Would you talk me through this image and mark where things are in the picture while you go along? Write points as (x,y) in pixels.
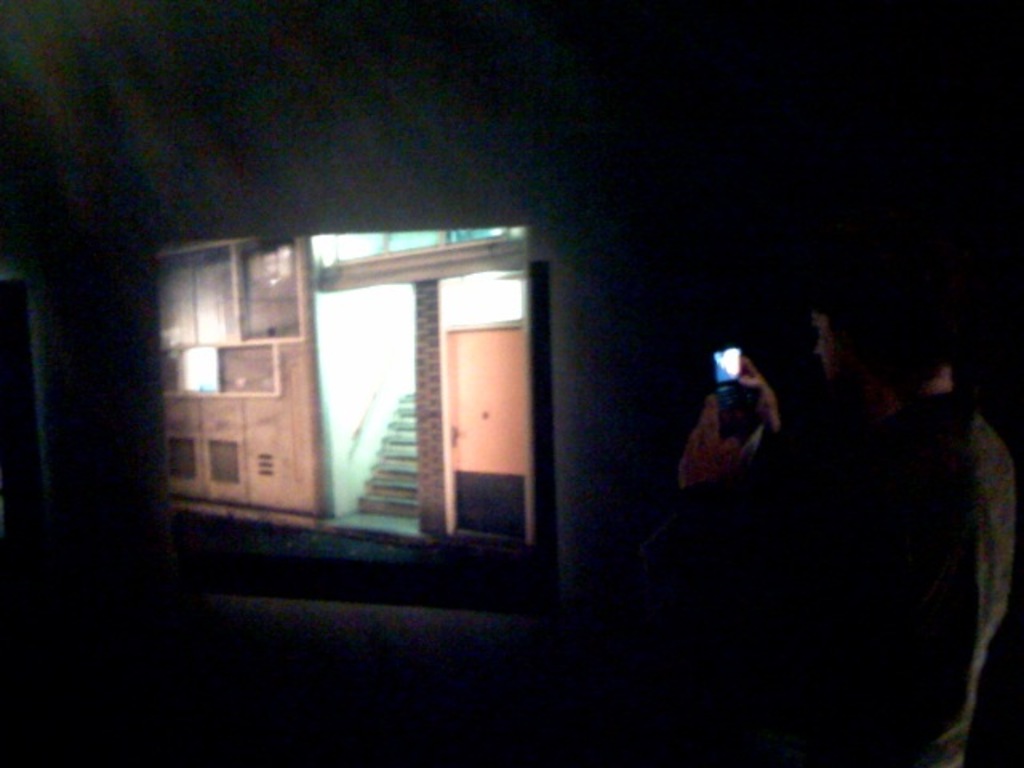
In this image we can see a person (865,415) standing and holding a mobile phone (747,389) on the right (733,388). On the left (282,332), we can see a window (250,364). In the background (283,344), we can see the stairs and the wooden cupboards (312,407).
